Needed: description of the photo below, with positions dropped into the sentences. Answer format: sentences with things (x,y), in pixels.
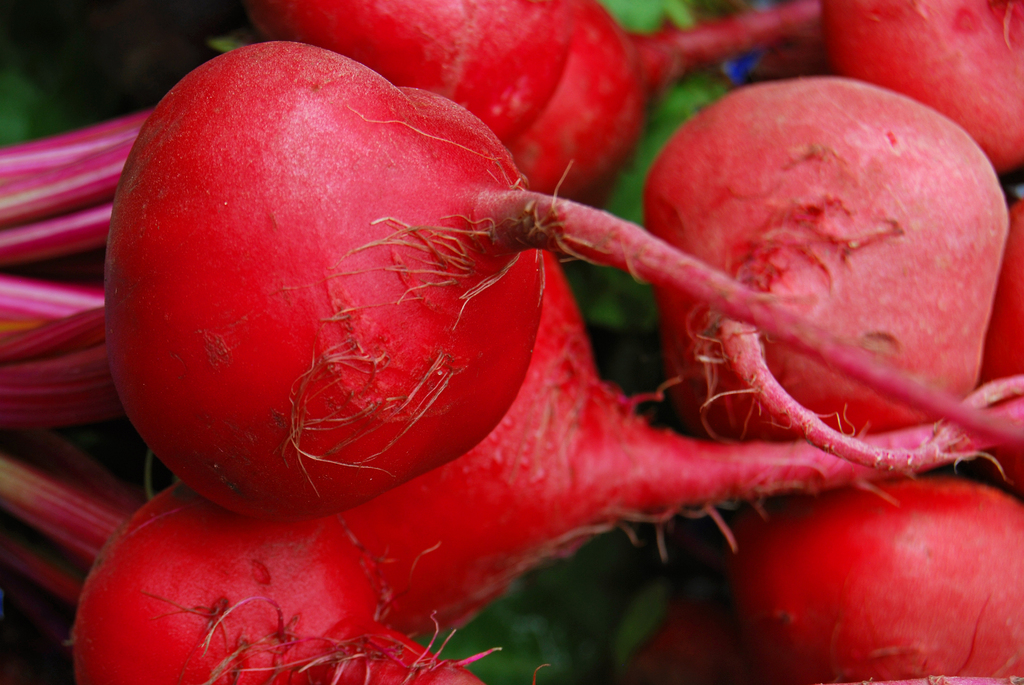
It is a zoomed in picture of red color root vegetables (557,292).
